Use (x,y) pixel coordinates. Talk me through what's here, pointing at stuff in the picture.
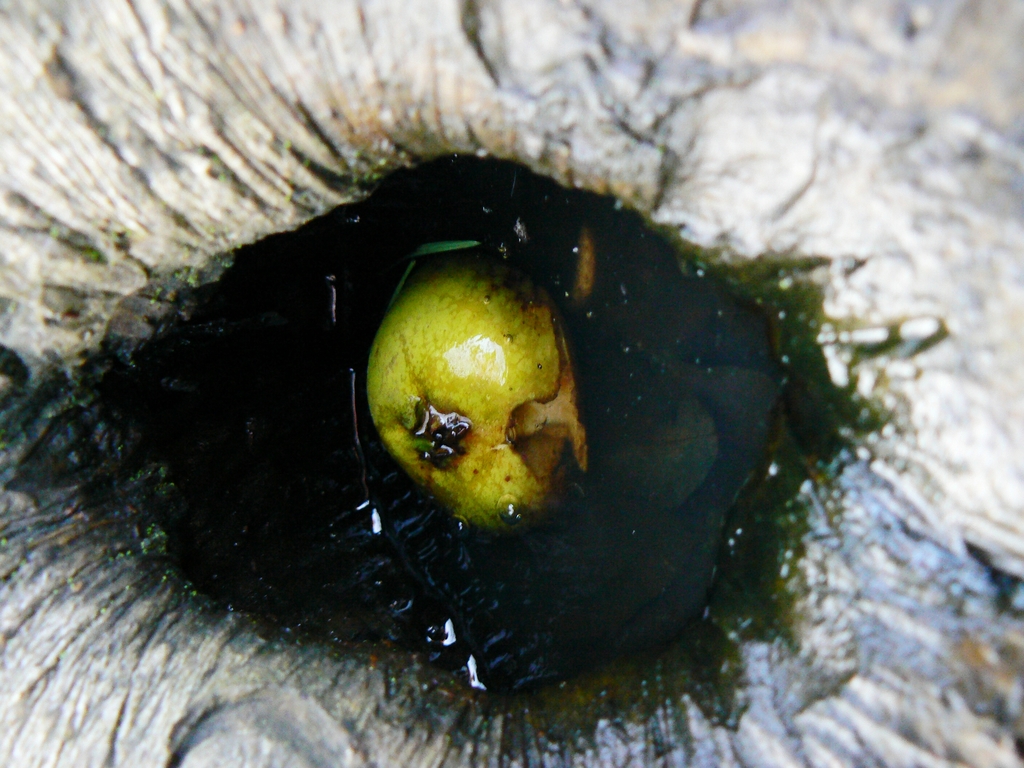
In this water (626,538) there is an object (426,370).
